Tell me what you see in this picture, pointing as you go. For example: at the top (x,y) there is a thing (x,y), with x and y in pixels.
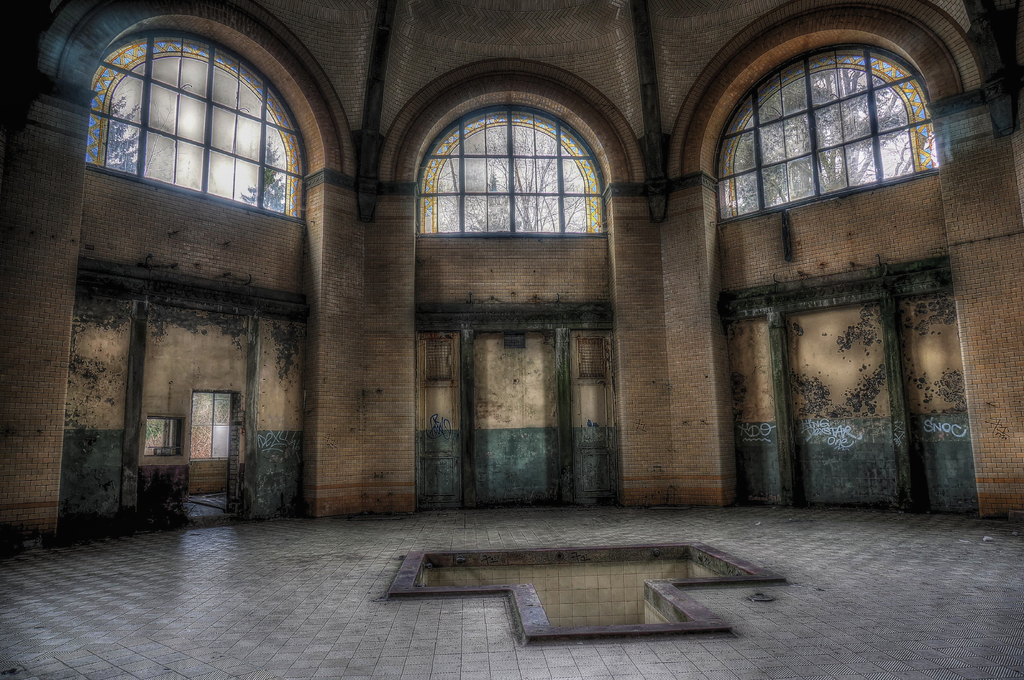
In the picture we can see inside view of brick building (18,355), which has some doors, ventilators (526,174) through which we can see some trees (271,160).
